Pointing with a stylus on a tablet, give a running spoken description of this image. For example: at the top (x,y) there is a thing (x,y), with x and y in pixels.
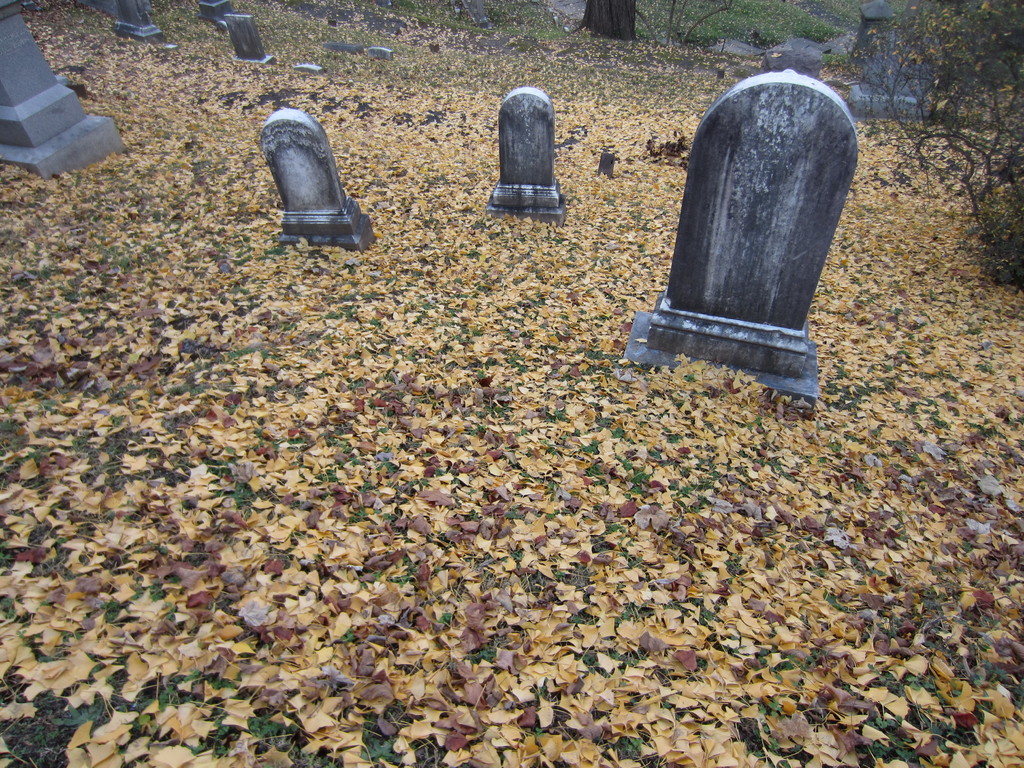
In the image we can see there are graves (720,203) on the ground (414,579) and the ground (401,566) is covered with fallen leaves (382,388). Behind there are trees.
